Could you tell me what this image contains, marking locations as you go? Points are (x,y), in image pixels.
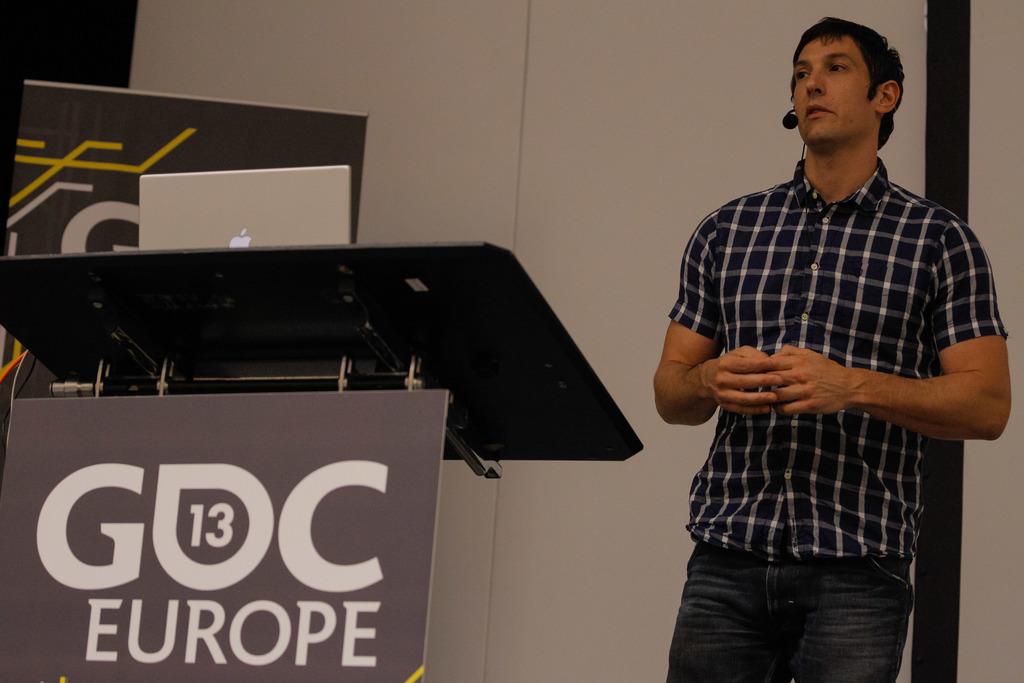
In this picture we can see one person (844,388) is talking to the microphone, in front (334,303) one table (272,312) is placed on it one laptop (259,199) is placed.
